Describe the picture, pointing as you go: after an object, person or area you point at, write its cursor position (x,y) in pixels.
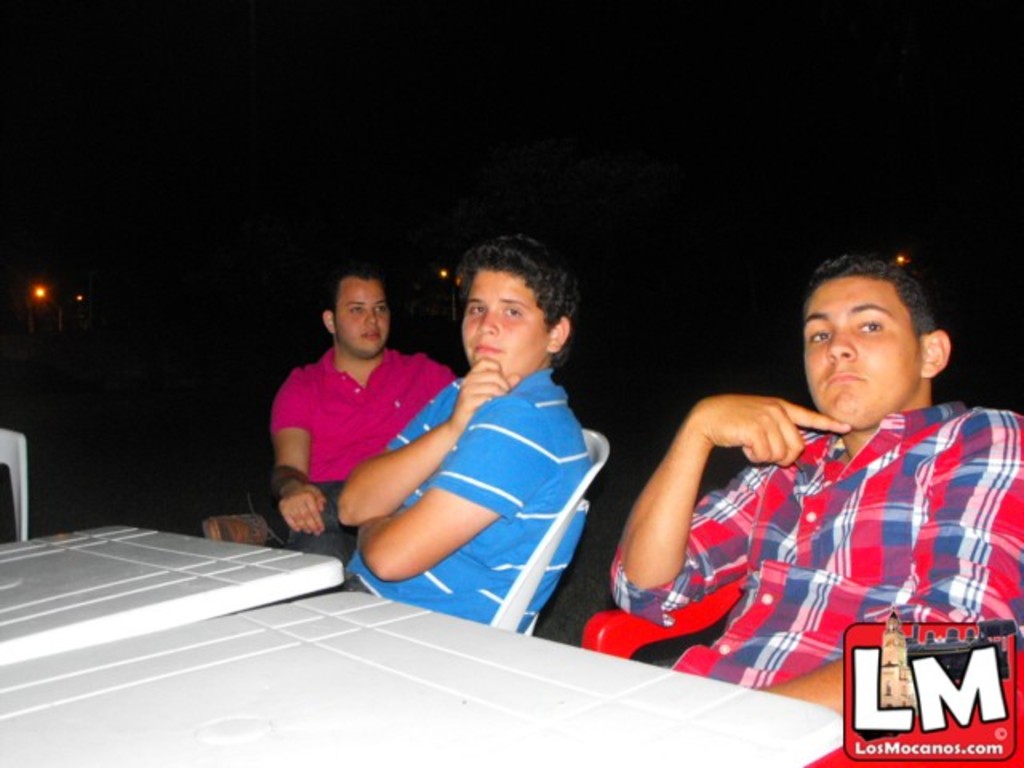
There are three men (491,463) sitting on chairs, in front of these men (391,511) we can see tables (164,626). In the background (452,253) we can see lights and it is dark.
